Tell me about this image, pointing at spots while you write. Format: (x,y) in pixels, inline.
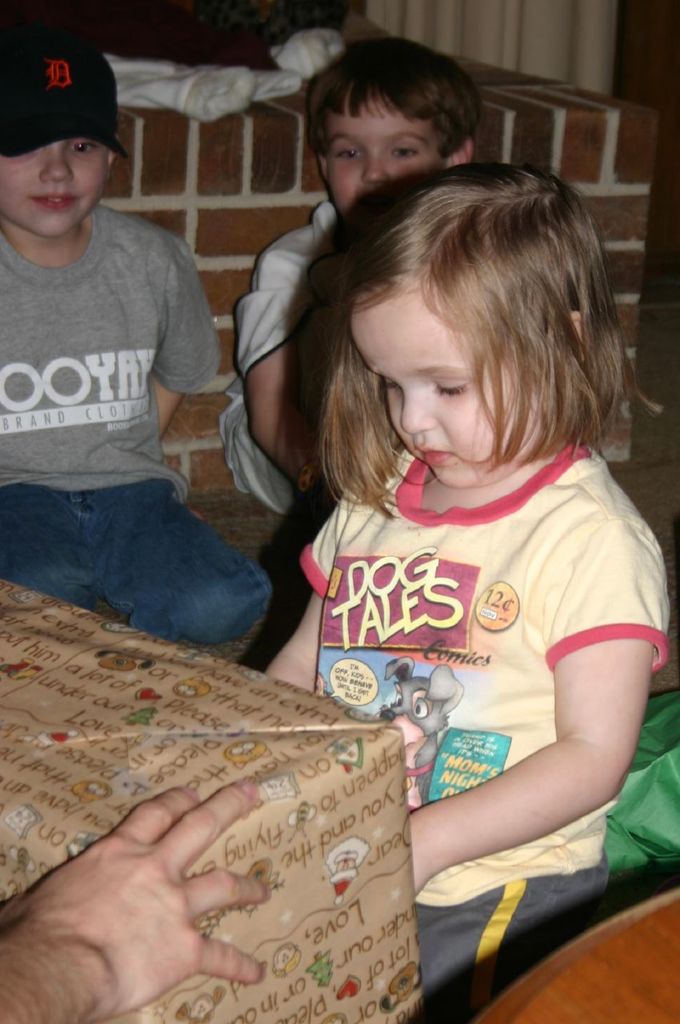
This picture is clicked inside. On the left (125,958) we can see the person's hand (122,903) holding an object (310,810). On the right (558,386) there is a girl (516,497) wearing yellow color t-shirt (543,597) and sitting and we can see the two kids (43,79) sitting. In the background (603,97) we can see the wall (607,132) and some other objects (316,69).
